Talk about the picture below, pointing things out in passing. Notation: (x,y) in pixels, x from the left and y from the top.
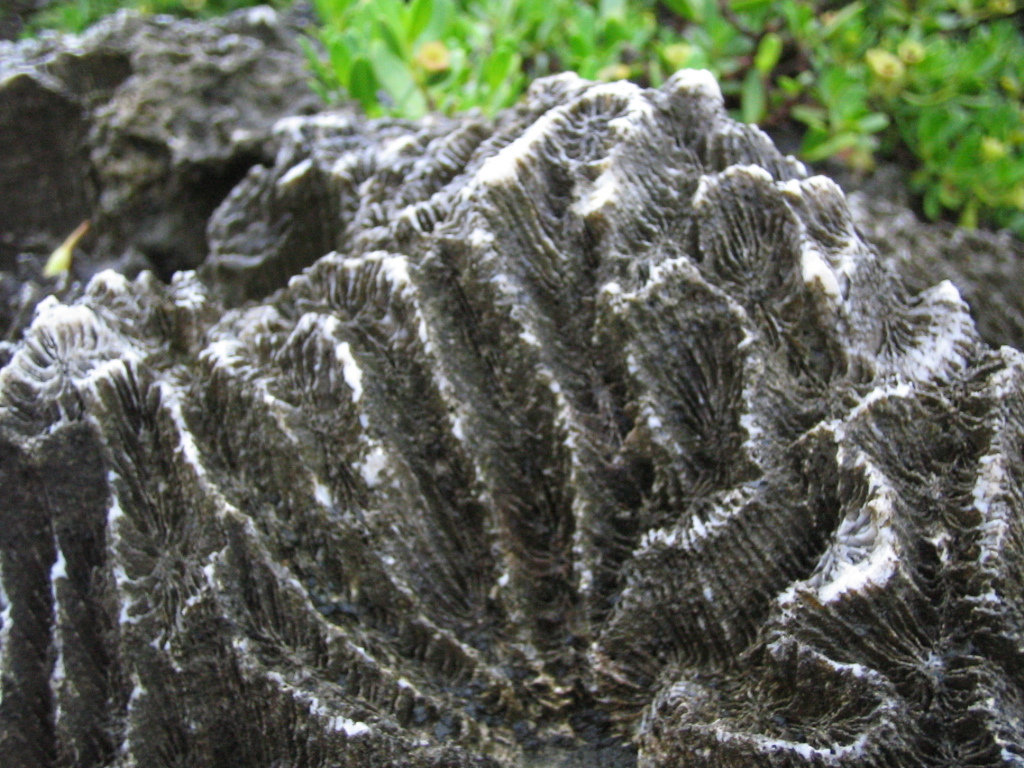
In this picture, it is looking like a coral (561,395). Behind the coral (349,140) there are plants (614,63).
